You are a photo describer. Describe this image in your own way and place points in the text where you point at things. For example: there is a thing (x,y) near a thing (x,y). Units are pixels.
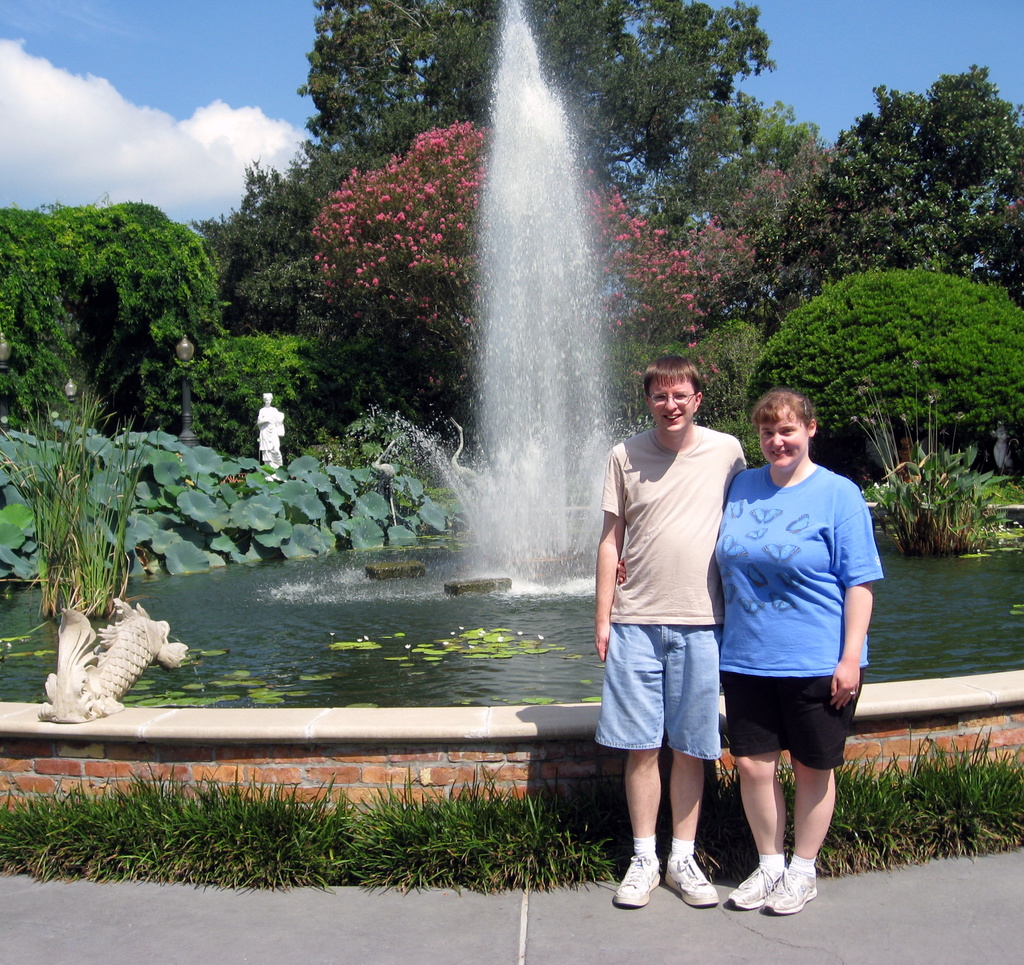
In this image there are two persons (655,776) standing and smiling, there is a water fountain (562,571), grass (1007,799), there are plants (962,527), sculptures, there are trees (314,178), and in the background (211,25) there is sky (134,149).
